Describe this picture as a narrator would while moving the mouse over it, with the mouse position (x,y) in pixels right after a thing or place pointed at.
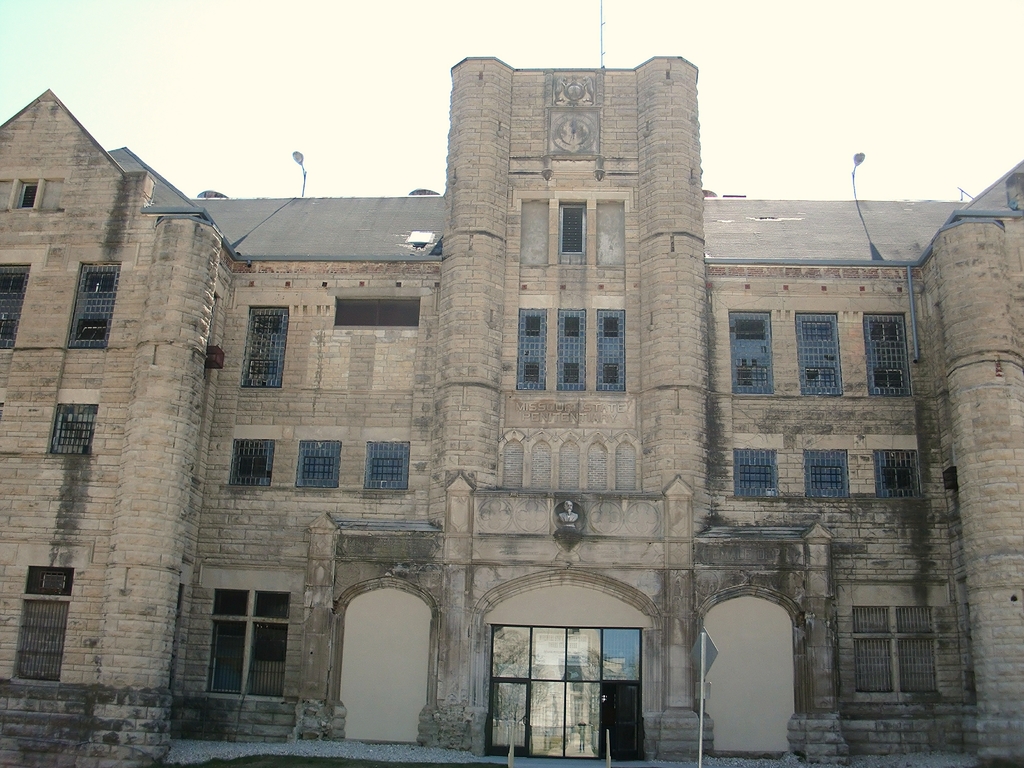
This is the building (315,425) with the windows (525,666) and doors (551,674). I think this is a sculpture (566,525). I can see the lights (302,173), which are at the top of the building (695,213). This looks like a pole (701,703).
